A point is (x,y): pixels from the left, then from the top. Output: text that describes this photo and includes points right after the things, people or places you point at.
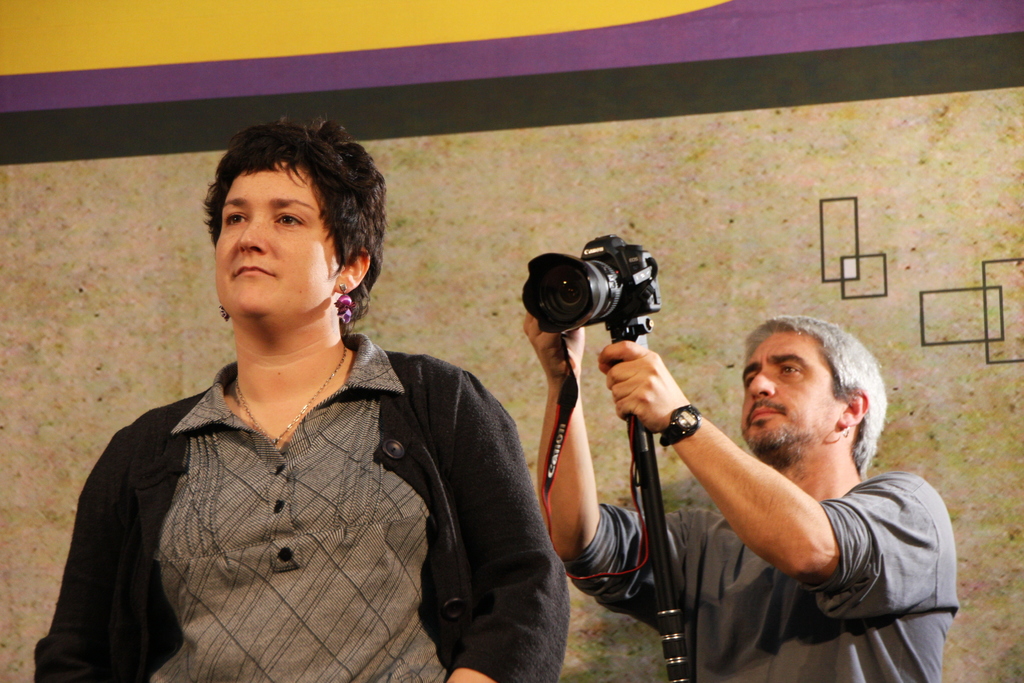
In this picture we can see a woman (287,270) standing. Behind to this women (377,462), we can see a man (773,485) standing, wearing a watch (684,430) and he is holding a camera stand (643,470) and camera (626,282) with his hands (624,371) and recording. On the background (607,166) we can see a decorative wall (690,114).
